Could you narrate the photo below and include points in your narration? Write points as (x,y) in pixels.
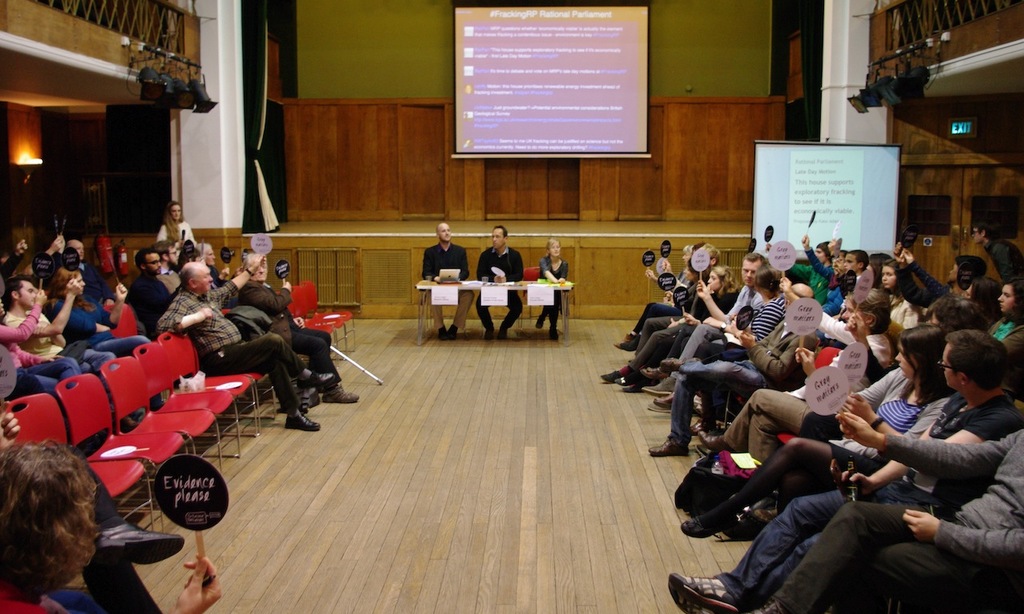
In this image we can see group of persons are sitting on the chairs (537,279), there are three persons (501,248) sitting, in front there is a table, and some objects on it, there is a projector screen (511,86), there is a wall (319,124), there are pillars (227,90), there is a light (26,165).
